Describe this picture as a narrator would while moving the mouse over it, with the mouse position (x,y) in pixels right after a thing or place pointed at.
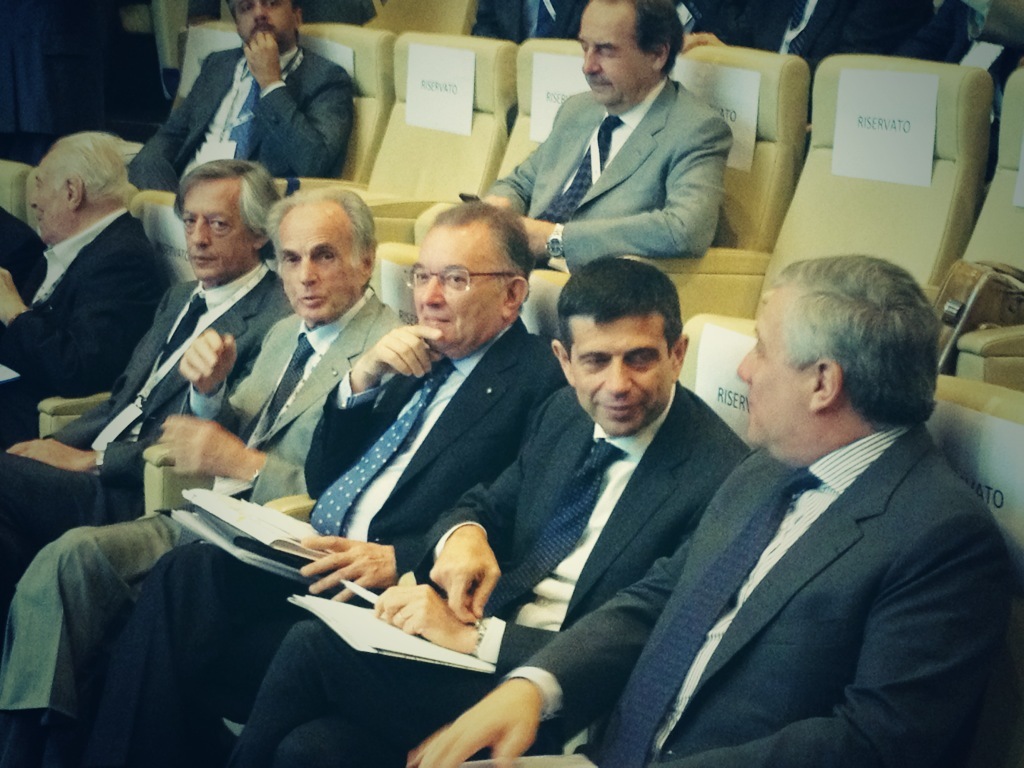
In this image we can see few people (453,411) sitting on chairs (399,217). On the chairs (489,108) we can see papers (742,144) with text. And there are few people (545,394) holding something in the hand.
